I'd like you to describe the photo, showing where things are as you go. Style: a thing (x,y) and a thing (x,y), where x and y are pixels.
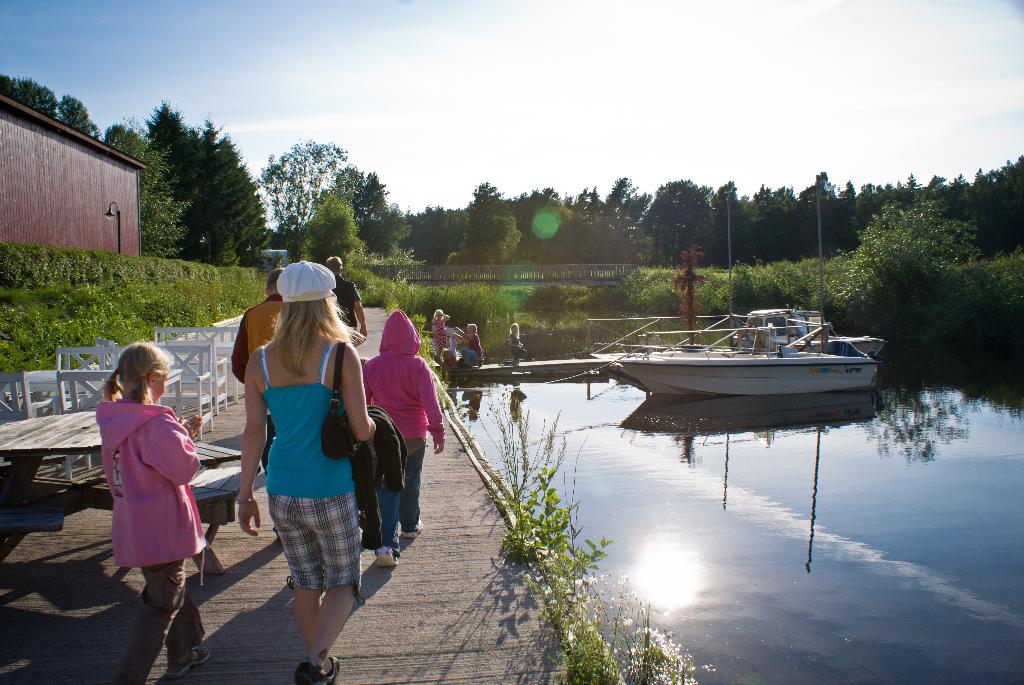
In this picture there are people (394,344) those who are walking on the dock (541,673), on the left side of the image (193,342), there are tables (70,505) and chairs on the left side of the image (24,523), there is water (943,645) and a ship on the right side of the image (709,496), there is greenery (14,94) around the area of the image.
